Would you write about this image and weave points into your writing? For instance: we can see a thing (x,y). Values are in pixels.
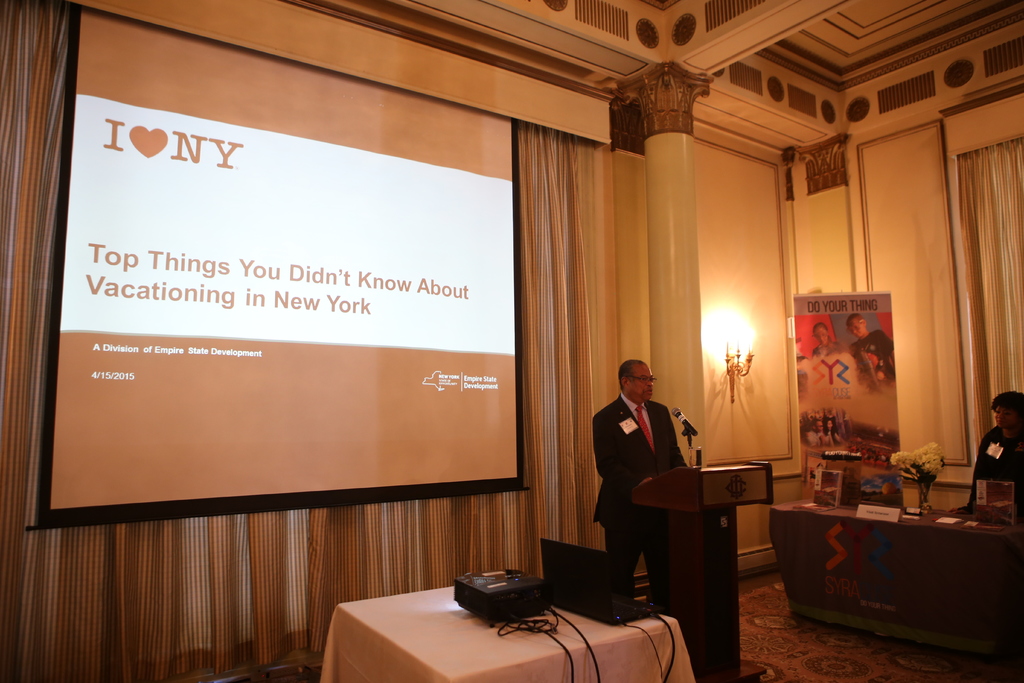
In this image, we can see a man (623,453) standing and there is a microphone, there is a table (439,639) covered with white color cloth (512,634), there is a projector (504,610) and a black color laptop (557,598) on the table (372,621), we can see a power point presentation (92,33).
